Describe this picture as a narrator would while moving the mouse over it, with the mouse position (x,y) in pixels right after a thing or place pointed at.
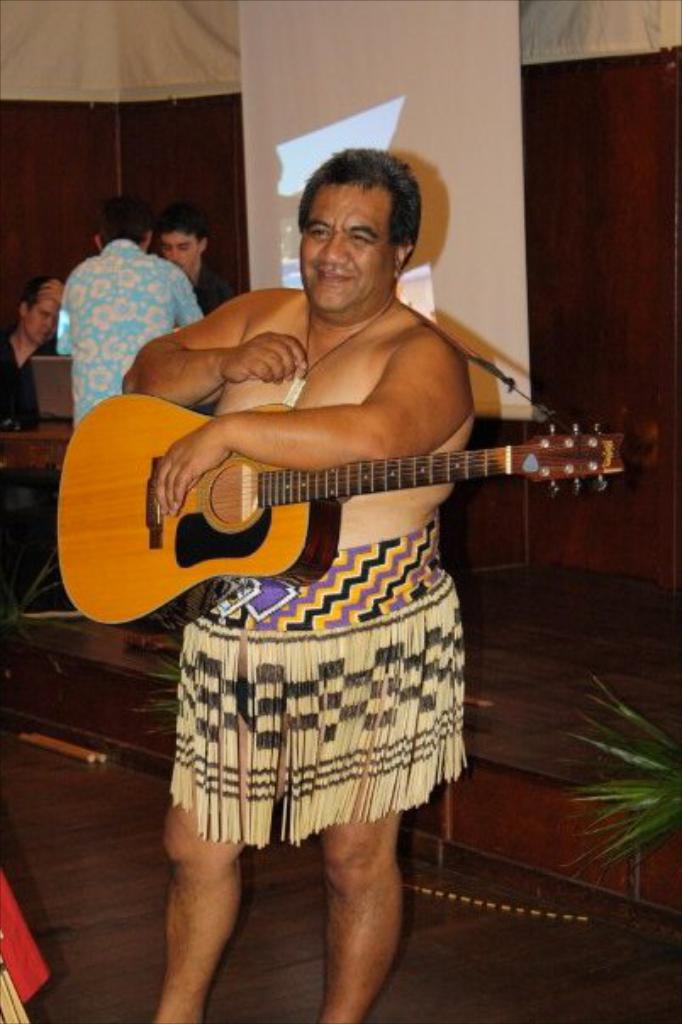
In this image, a man (349,639) is stand and he hold a guitar (234,513) in his hand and he is smiling. In the background (525,193), we can see screen (431,149) and wall (575,149). On left side (113,367), few peoples (154,327) are there. And there is a wooden table (21,453), few items (37,391) are there on it. Right side (626,796), we can see a plant (638,791).
